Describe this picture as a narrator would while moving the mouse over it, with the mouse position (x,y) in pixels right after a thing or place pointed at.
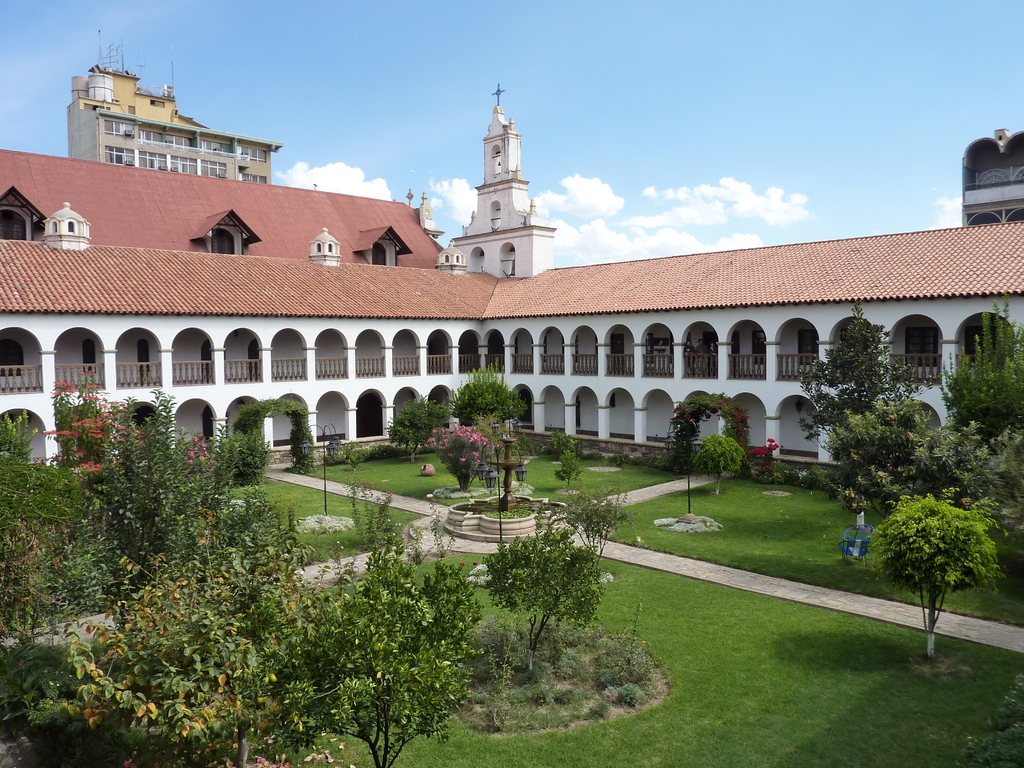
In this image we can see some trees (186,623), walkway (630,545), lamps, fountain (492,500) and at the background of the image (505,360) there is building (388,317), church (475,217) and clear sky (458,114).
